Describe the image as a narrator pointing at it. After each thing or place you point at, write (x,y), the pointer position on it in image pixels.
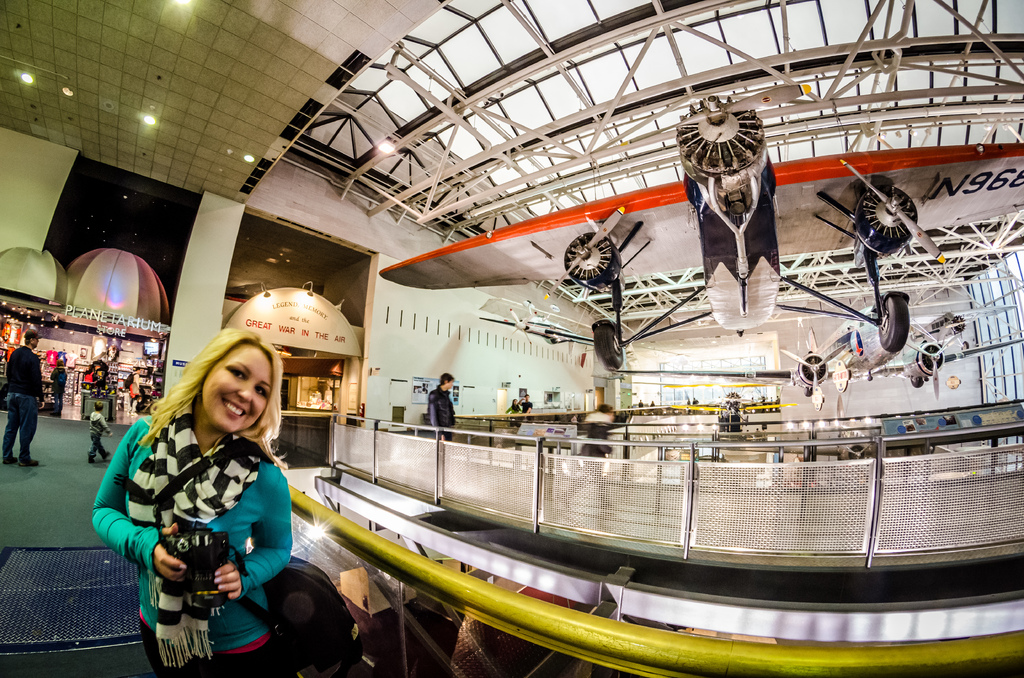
There is one woman (233,519) standing and holding a camera (210,568) at the bottom of this image (261,583), and there are some other persons (20,366) standing on the left side of this image (28,354), and there is a wall (381,314) in the background (384,327). There is a model of a plane (727,213) on the right side of this image (693,202).
